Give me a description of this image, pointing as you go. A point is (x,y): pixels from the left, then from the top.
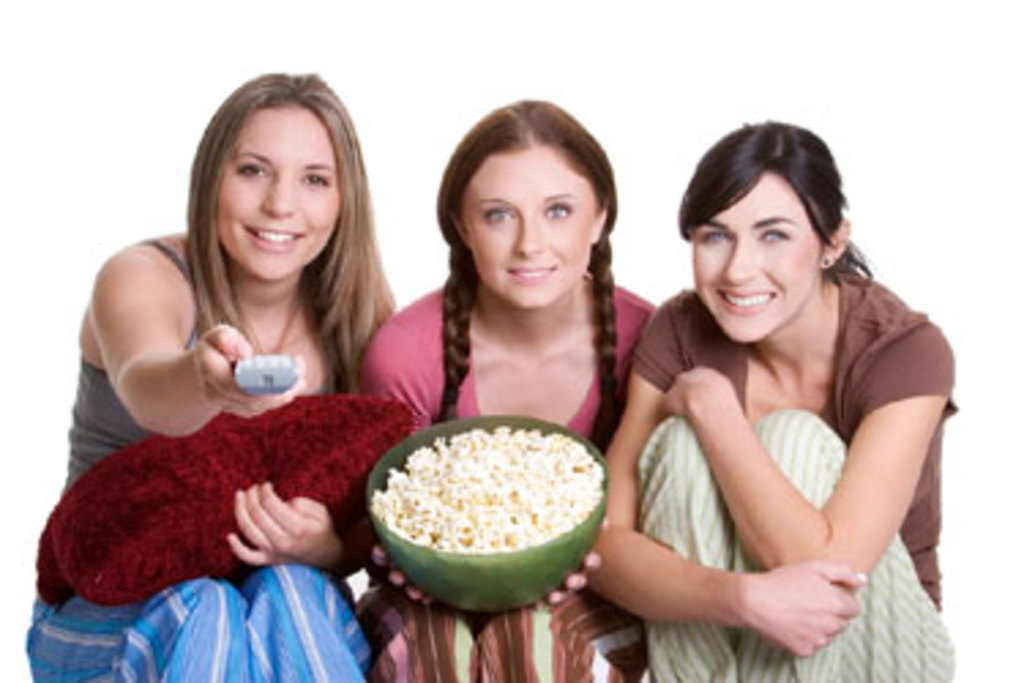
In this image there are three ladies (483,409) sitting with a smile on their face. On the left side of the image (337,617) the lady (215,416) holding a pillow (285,487) and a remote (284,381) in her hand (308,514), beside her, she is holding a popcorn (472,524) in a bowl (479,426).
